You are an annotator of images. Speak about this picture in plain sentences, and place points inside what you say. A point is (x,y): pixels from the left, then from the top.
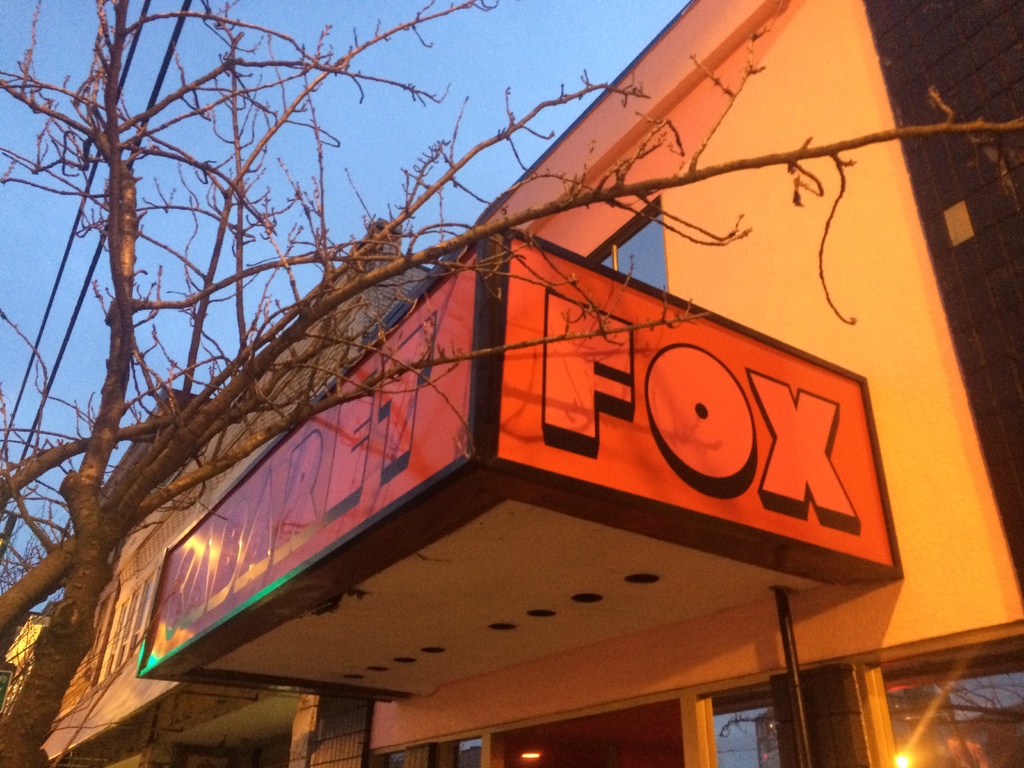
In this image we can see board (246,517) on which something is written, buildings (386,618), trees (18,759), glass windows (929,723) through which we can see light (904,767) and sky (404,192) in the background (404,192).
